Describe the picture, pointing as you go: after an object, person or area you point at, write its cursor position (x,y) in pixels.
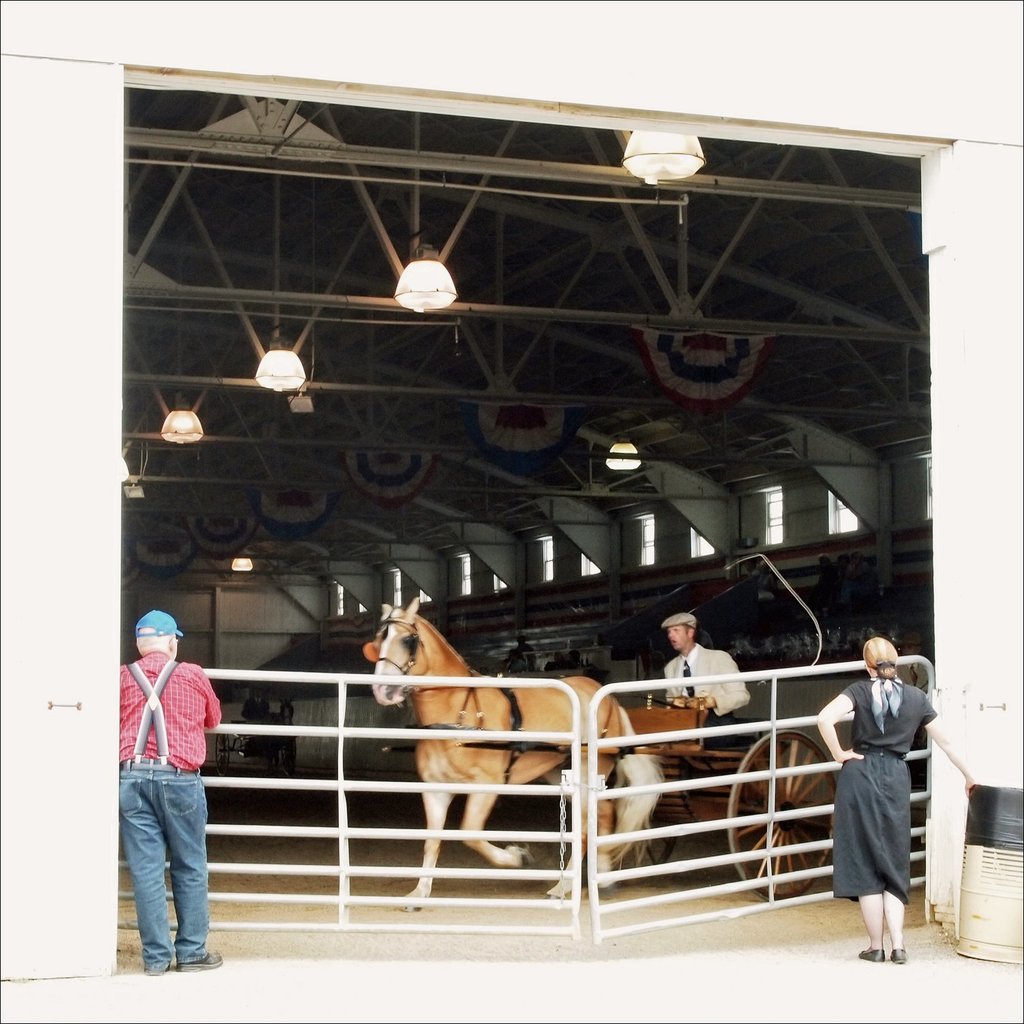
there are 2 people (157,730) standing at the left (141,761) and right side of the fencing (557,782). in the fencing (535,739) there is a horse (463,662) and a cart (681,715). a person (693,687) is sitting on the cart (704,726).
